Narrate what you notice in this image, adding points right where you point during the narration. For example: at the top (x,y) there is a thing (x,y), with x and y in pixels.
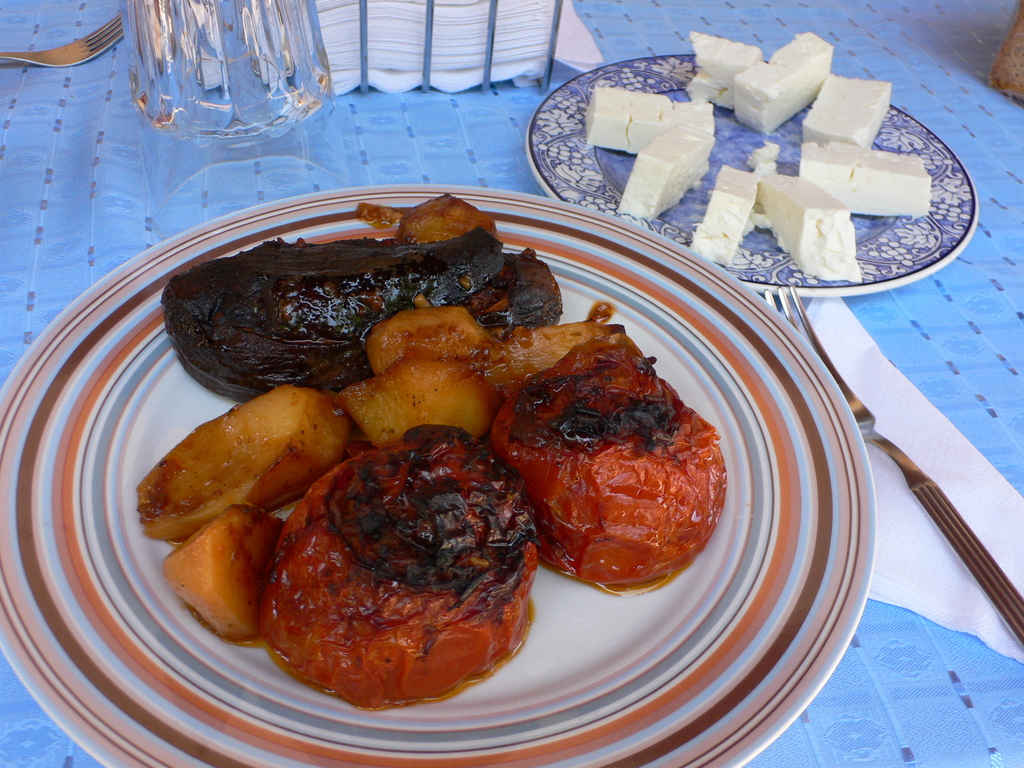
In this picture I can see there are food items (513,422) in the plates (557,173), at the top (188,11) it looks like a glass jar (257,119), in the top left hand side (80,54) there is a fork (55,58) and also there is another fork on the right side of an image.
